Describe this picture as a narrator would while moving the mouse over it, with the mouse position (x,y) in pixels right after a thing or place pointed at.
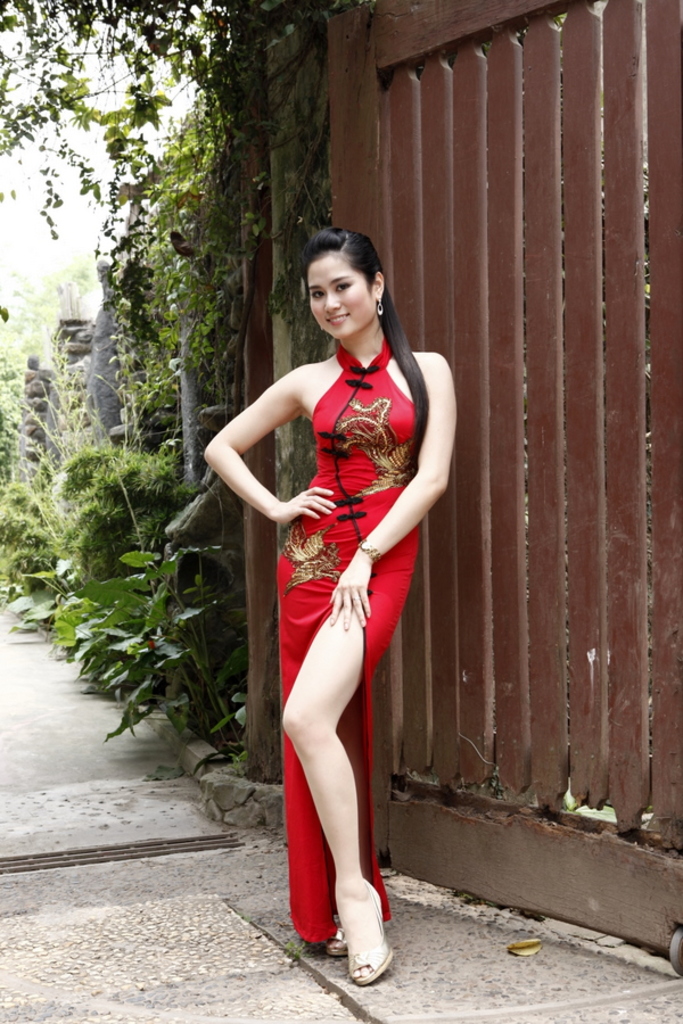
in this image we can see a woman (293,708) is standing. She is wearing red color dress (378,500). Behind her wooden gate (522,215) is there and some plants (155,470) are present.
